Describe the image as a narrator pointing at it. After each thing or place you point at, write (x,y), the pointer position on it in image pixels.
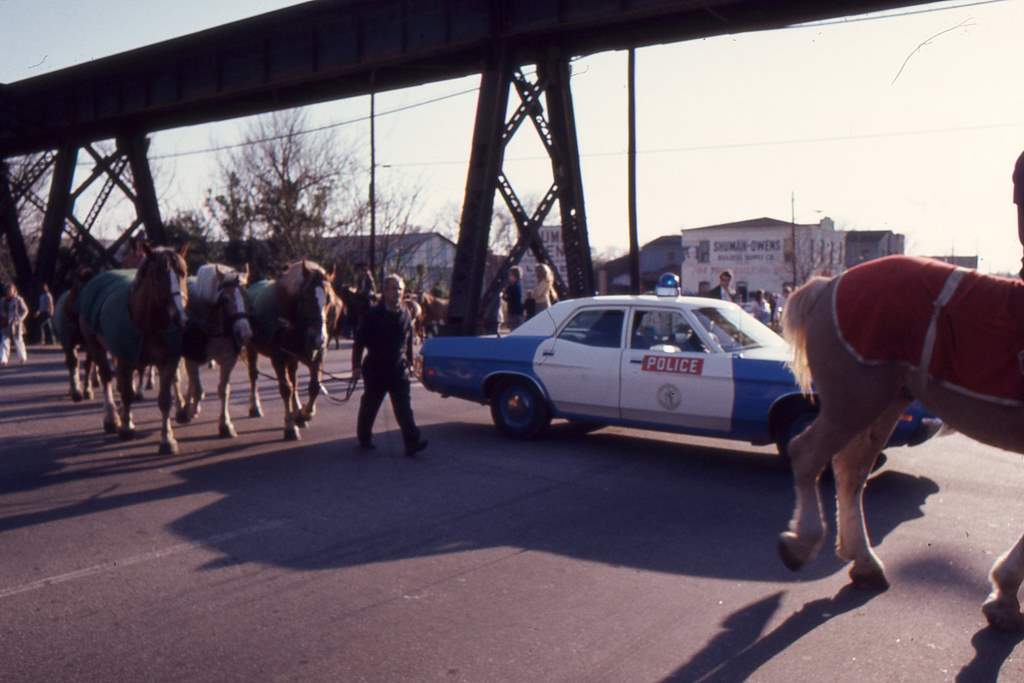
In this image I can see few horses (810,496) on the road (761,490). In front (377,373) the person (398,368) is holding a horse belt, I can also see a vehicle (552,371) in white and blue color. Background (846,244) I can see few buildings (747,269) in white and brown color, few dried trees (359,213) and the sky (655,106) is in white color.
